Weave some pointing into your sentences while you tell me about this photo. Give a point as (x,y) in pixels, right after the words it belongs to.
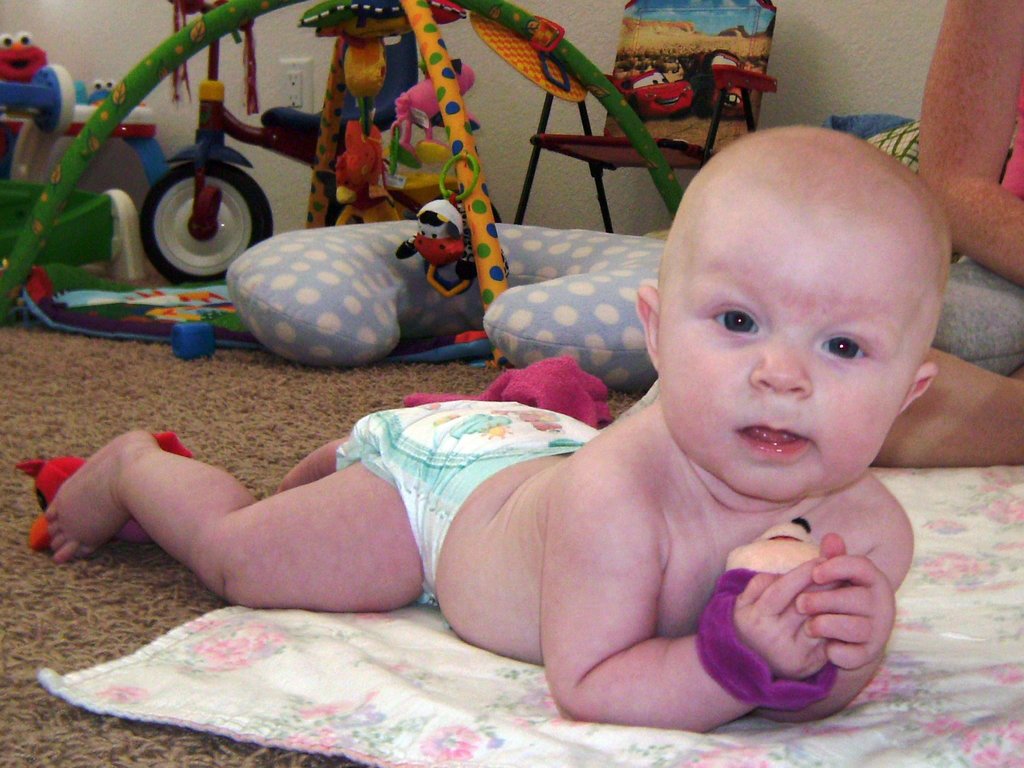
In this image we can see a baby (859,638) lying down on the floor (108,397) and looking at someone (965,200).
